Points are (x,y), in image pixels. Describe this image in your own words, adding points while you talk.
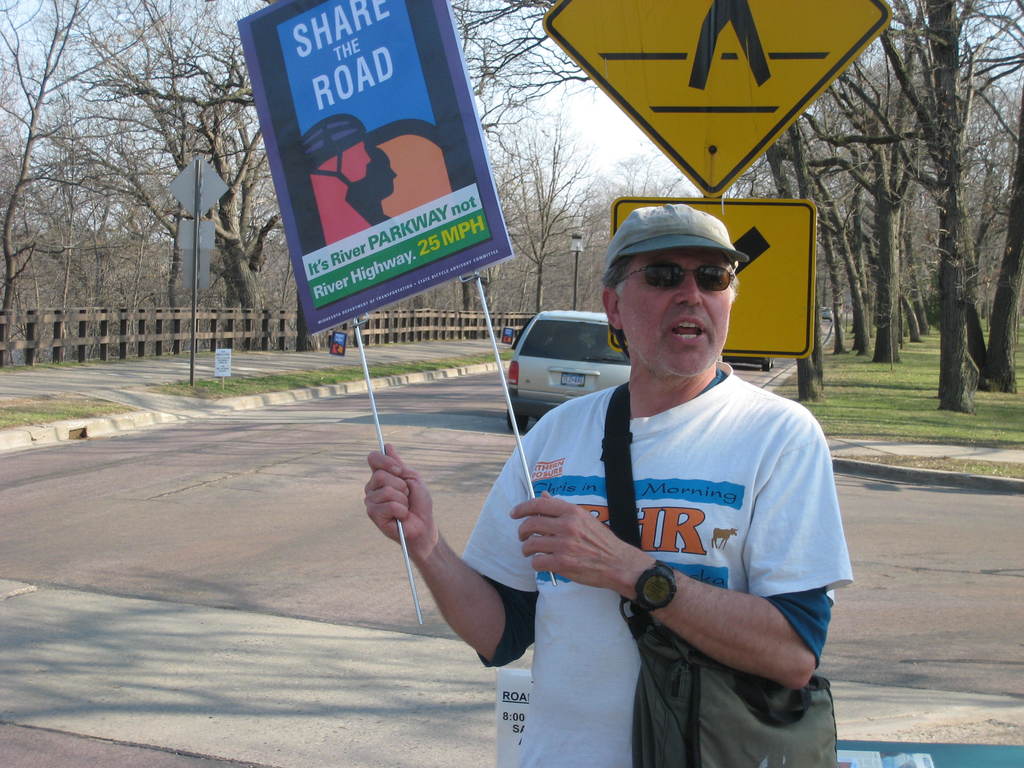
In this image I can see the person (665,605) with white and blue color dress (538,620) and he is wearing the bag (668,707). The person (464,624) is also holding the board (359,108). To the side there are few vehicles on the road (432,425). To the left (57,358) there is a railing (257,334). In the background (507,200) there are many trees (651,174) and the white sky (621,127).
